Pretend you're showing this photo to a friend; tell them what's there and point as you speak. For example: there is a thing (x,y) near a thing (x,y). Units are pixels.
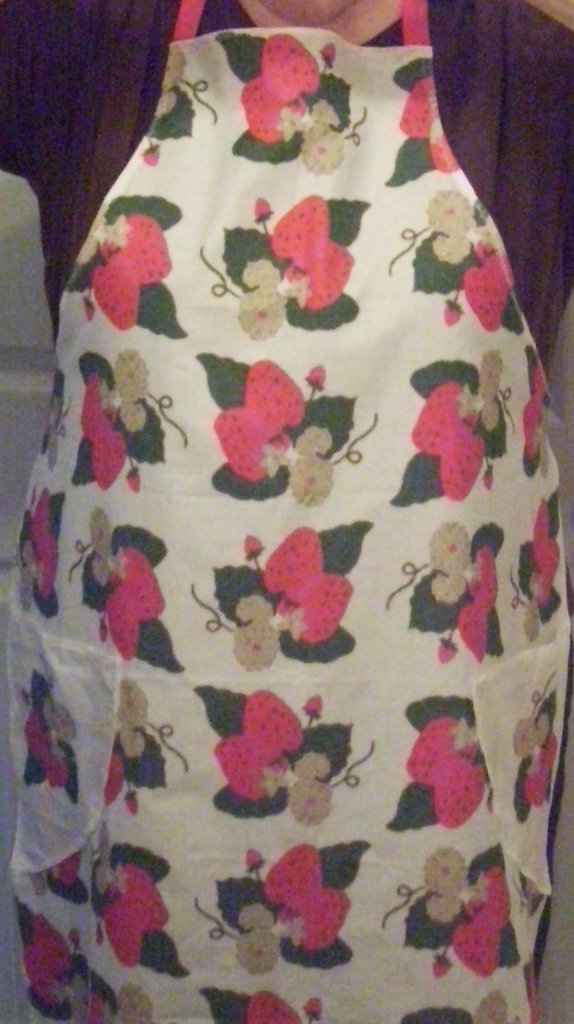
In this image in front (497,448) there is a person (239,319) wearing a kitchen dress (275,759).
